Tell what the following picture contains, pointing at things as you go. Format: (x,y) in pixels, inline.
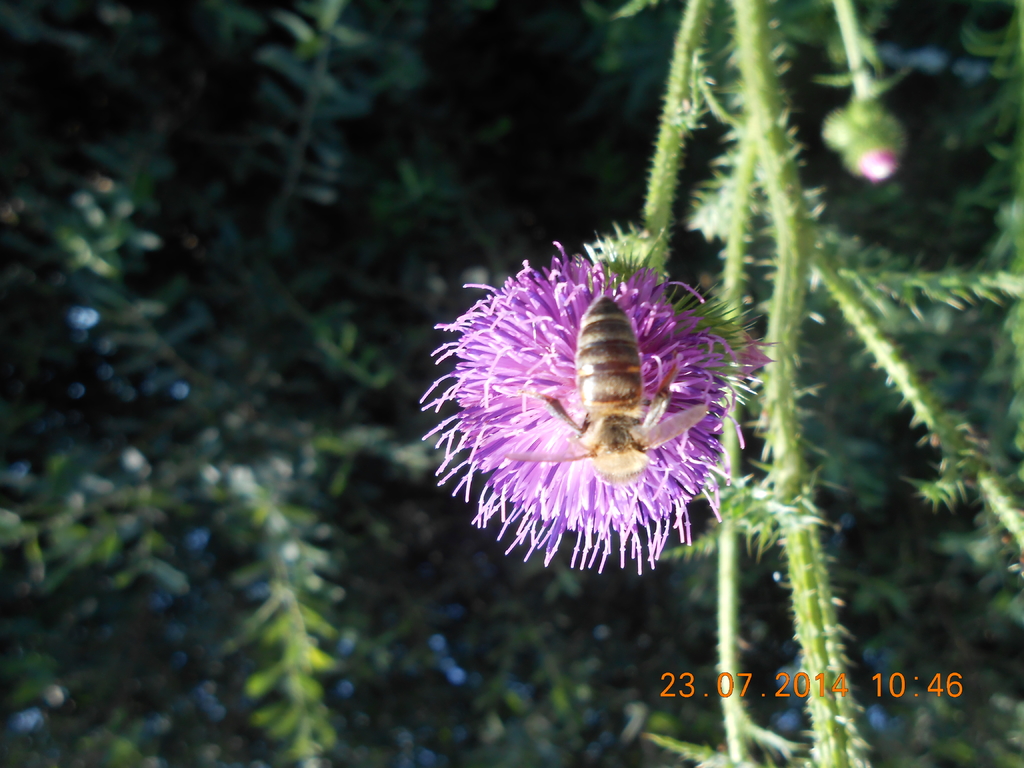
In this image there is an insect (630,399) on the flower (600,483), there are few trees (984,635) and some text (822,689) written at the bottom right corner of the image (862,685).
